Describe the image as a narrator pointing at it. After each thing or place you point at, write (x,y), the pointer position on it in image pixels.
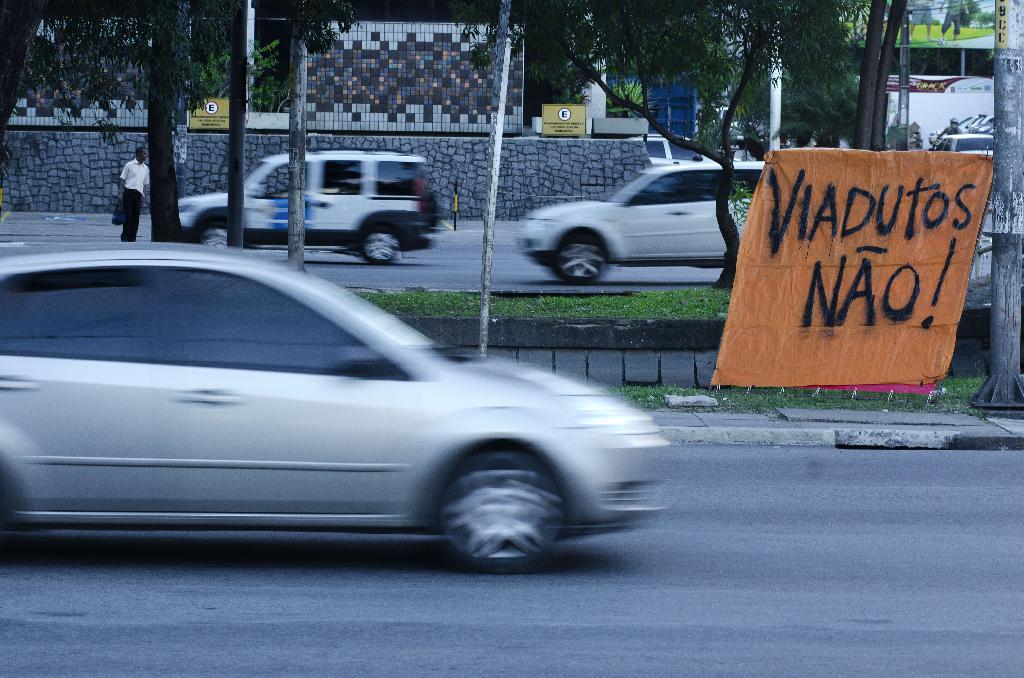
In this picture we can observe some cars (248,295) on the road (46,240). There is an orange color cloth (831,335) on which we can observe black color text (867,300) on the right side (941,284). We can observe some poles (238,169) and trees (162,37). In the background (88,148) there is a wall (466,182) and there are some buildings (407,47).
